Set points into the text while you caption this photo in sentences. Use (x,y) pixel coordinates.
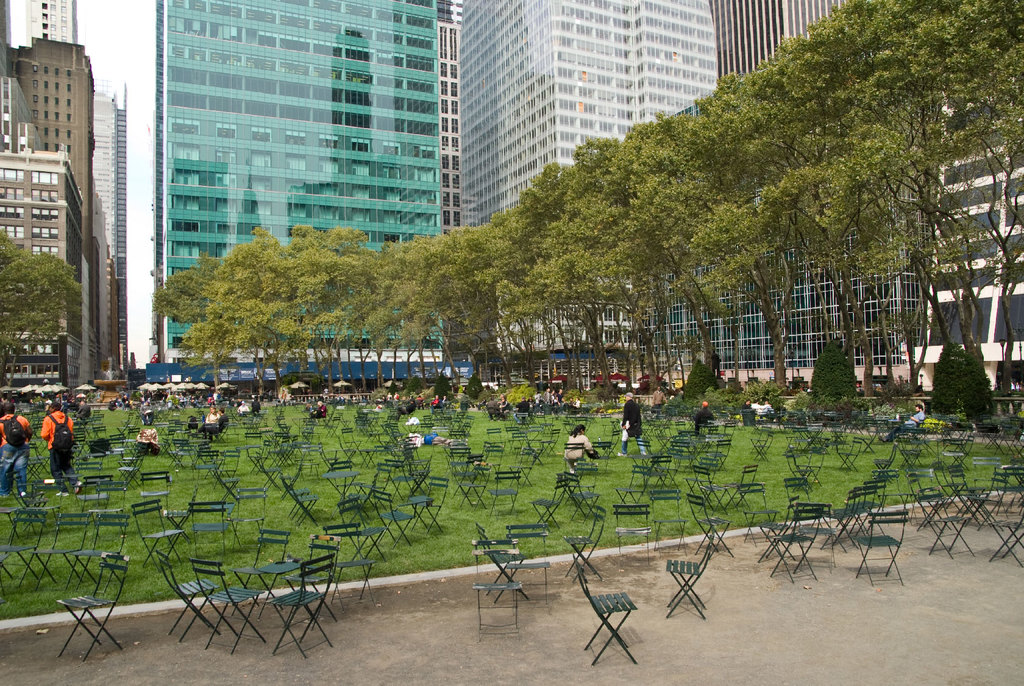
In the foreground of the image (71,445) we can see some people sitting on chairs (127,428) and some people (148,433) are standing on the grass field (685,513). In the center of the image (580,234) we can see a group of trees (920,143) and some umbrellas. In the background (643,104), we can see a group of buildings (419,131) with windows (121,153) and the sky (136,362).
